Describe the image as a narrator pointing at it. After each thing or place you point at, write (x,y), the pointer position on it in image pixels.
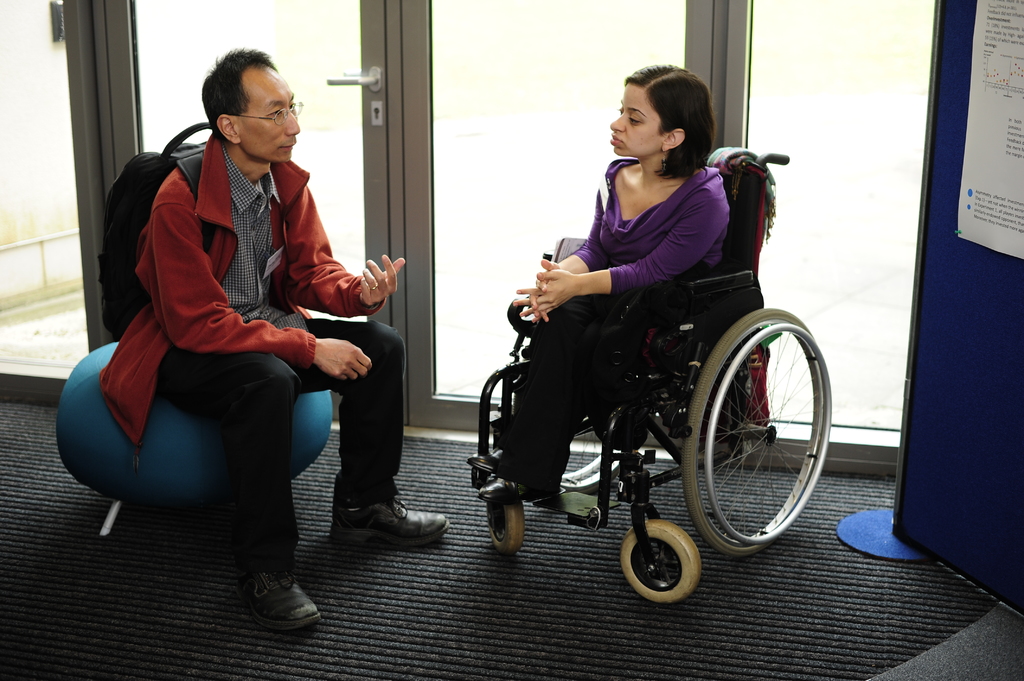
In this image, we can see a man (299,285) sitting, there is a woman (694,274) sitting on the wheel chair (631,373), we can see glass doors (222,6), there is a carpet (752,583) on the floor (382,583).
